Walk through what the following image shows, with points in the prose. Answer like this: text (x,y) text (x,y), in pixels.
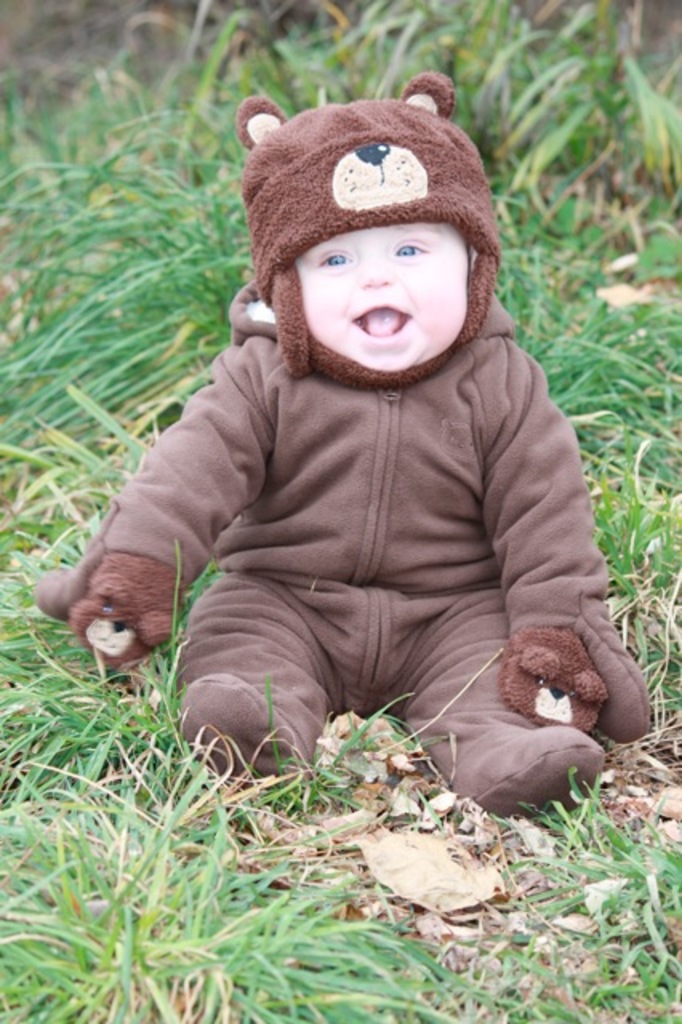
In this image I can see a child (356,515) wearing brown colored dress (378,527) is sitting on the ground (358,746). I can see few leaves (387,874) and some grass (158,839) on the ground (101,325).
